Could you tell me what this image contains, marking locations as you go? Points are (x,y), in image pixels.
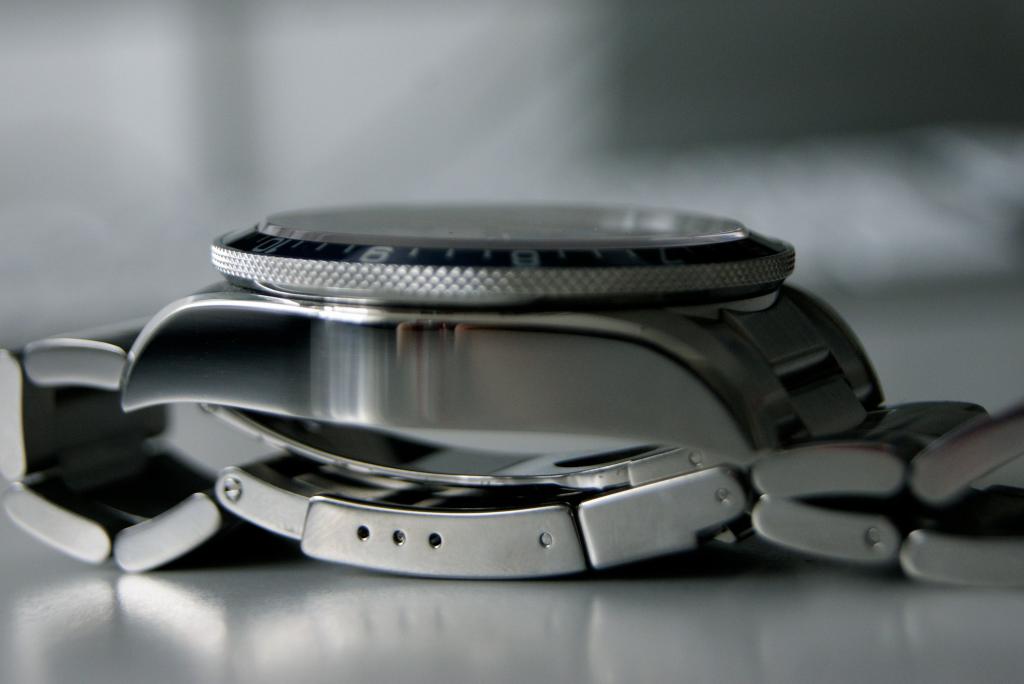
In this image we can see a watch (665,481). There is a blur background (836,74).
